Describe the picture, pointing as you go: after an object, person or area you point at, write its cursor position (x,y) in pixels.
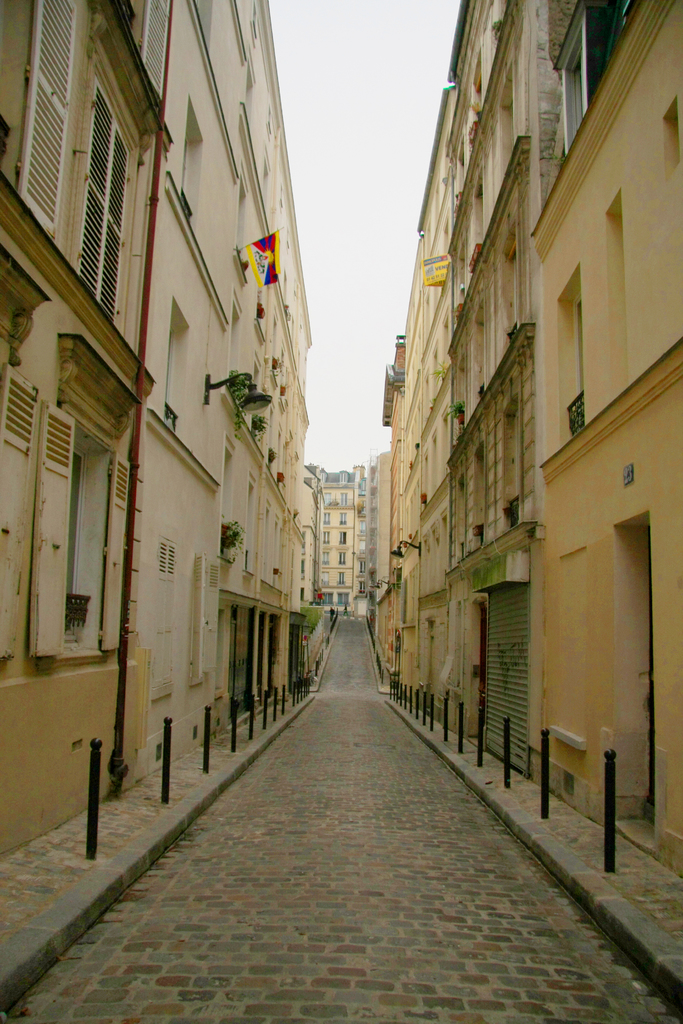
In this picture I can observe a path (316,813) in the middle of the picture (345,656). On either sides of the path (345,697) I can observe buildings (586,633). In the background (371,296) I can observe sky (365,249).
